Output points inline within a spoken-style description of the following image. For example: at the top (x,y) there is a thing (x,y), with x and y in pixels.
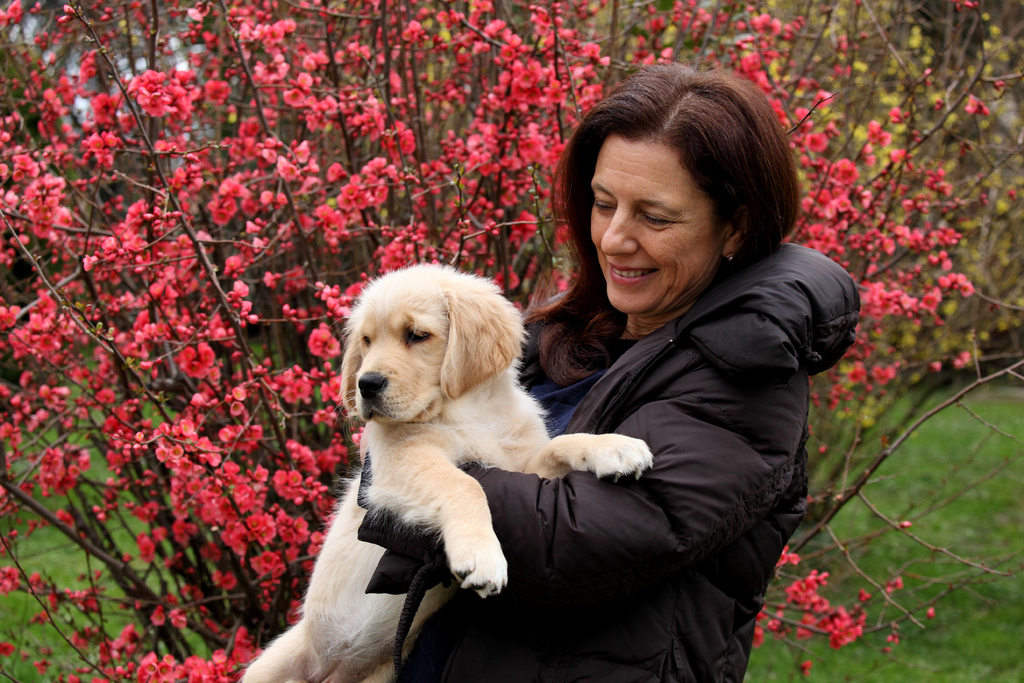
In this image there is a person (571,386) wearing jacket (519,381) and holding a dog (464,381) in the foreground (411,413). There is grass (925,634) at the bottom (916,639). There are flowers (319,374) on the plants (339,93), there are in the background (467,131). And there is sky (172,40) at the top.
